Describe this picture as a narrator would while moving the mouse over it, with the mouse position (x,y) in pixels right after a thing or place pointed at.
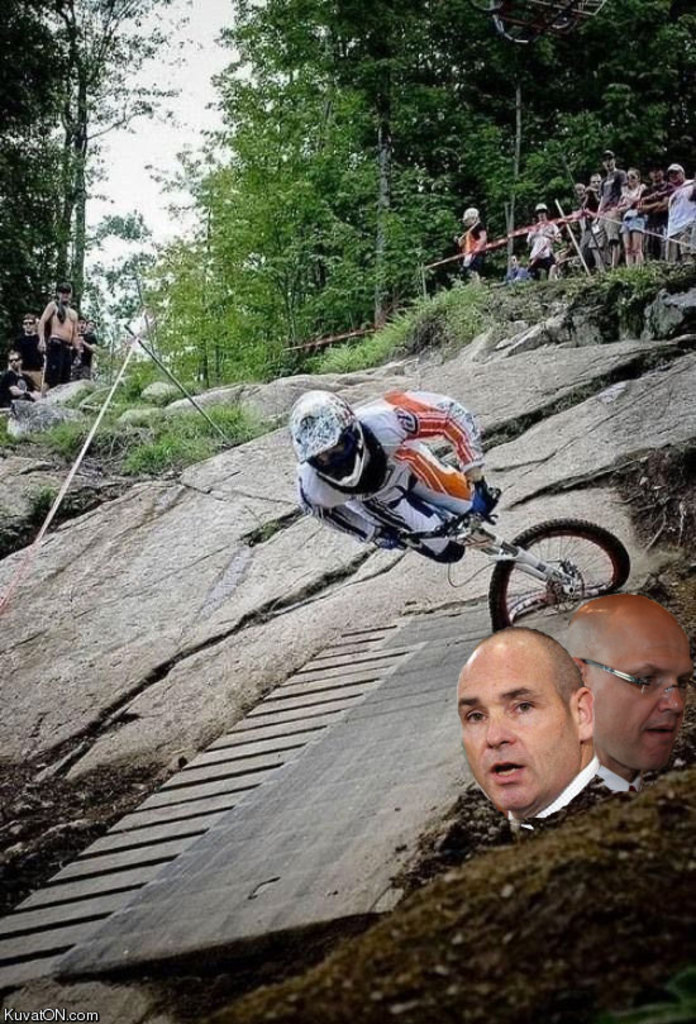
In this image i can see the mountain (144,518) and right side (679,222) i can see there are the group of persons (627,247) standing on the rock (627,291) and there are the trees (114,80) visible on the back ground (24,108) and a person (331,406) riding on a bicycle (528,572) on the mountain (118,600) and two persons' picture (543,752) is visible on the right side (528,767).
